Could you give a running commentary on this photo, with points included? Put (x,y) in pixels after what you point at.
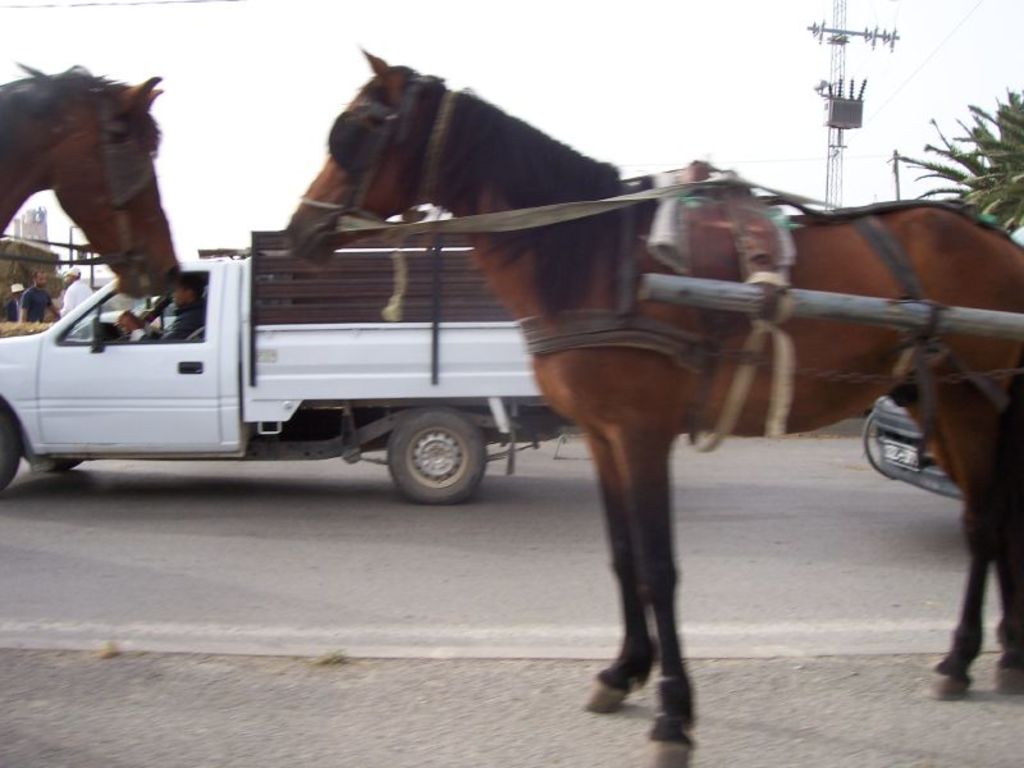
In this picture I can see the horses (155,256). I can see vehicles (334,413) on the road (583,618). I can see the electric pole (837,154) on the right side (837,120).
